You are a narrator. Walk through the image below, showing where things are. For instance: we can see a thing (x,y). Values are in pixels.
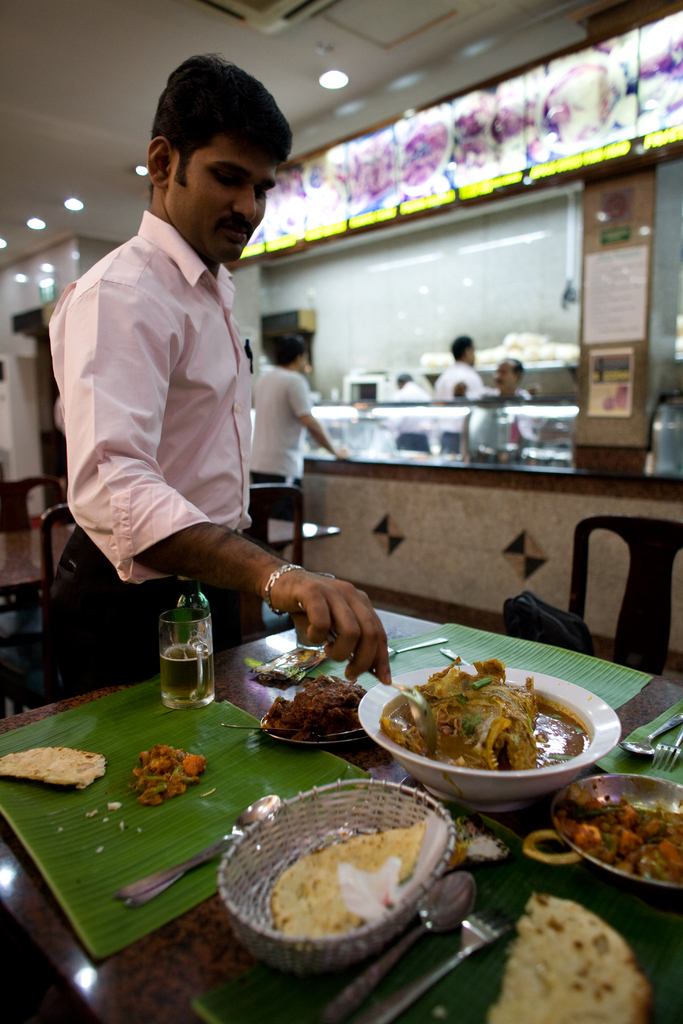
This image is taken indoors. At the bottom of the image (176,948) there is a table (163,958) with many food items (578,961) and a few things (368,695) on it. In the middle of the image (237,400) a man (180,416) is standing on the floor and he is serving food (446,697). In the background (665,214) there is a wall (668,267) with many boards (465,139) and text (599,150) on them and there are a few empty chairs (646,621) and a table (18,560). Four people (405,389) are standing on the floor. At the top of the image (108,105) there is a ceiling (135,181) with lights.
